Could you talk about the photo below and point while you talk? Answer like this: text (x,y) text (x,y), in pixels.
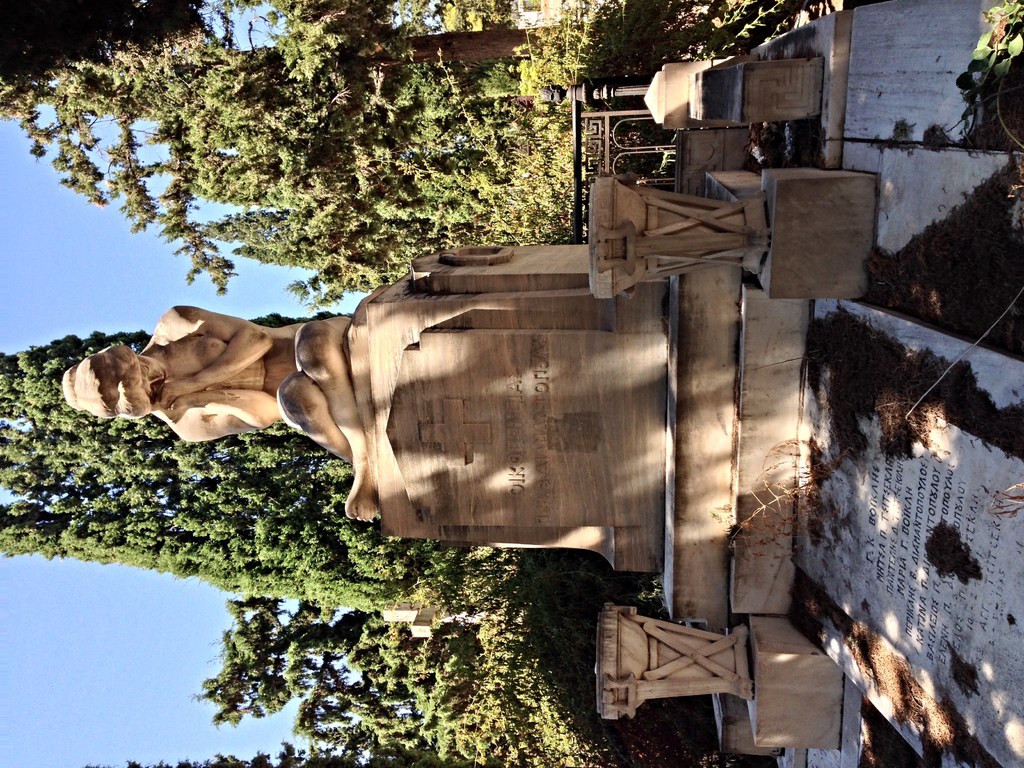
In this picture we can observe a statue (253,337) of a human (333,361) which is in cream color. There are trees (506,558). In the background (156,242) there is a sky (66,270).
